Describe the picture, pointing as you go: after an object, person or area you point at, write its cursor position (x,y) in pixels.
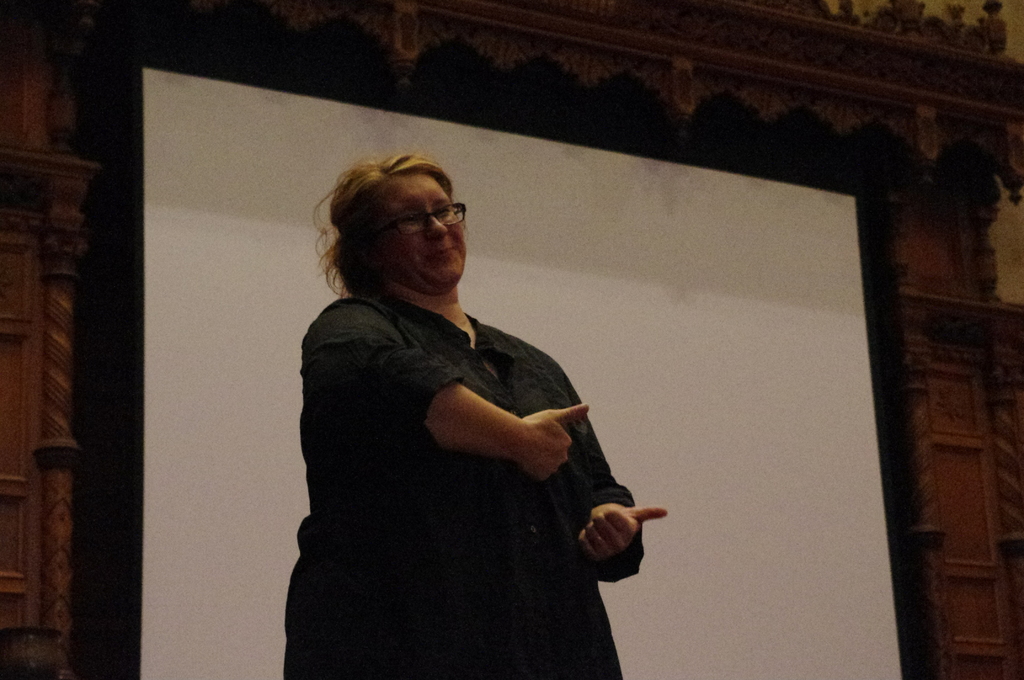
In this picture there is a woman (407,519) wearing black dress (419,501) is standing and there is a projector (542,245) behind her and there is a designed wall (876,105) in the background (57,348).
